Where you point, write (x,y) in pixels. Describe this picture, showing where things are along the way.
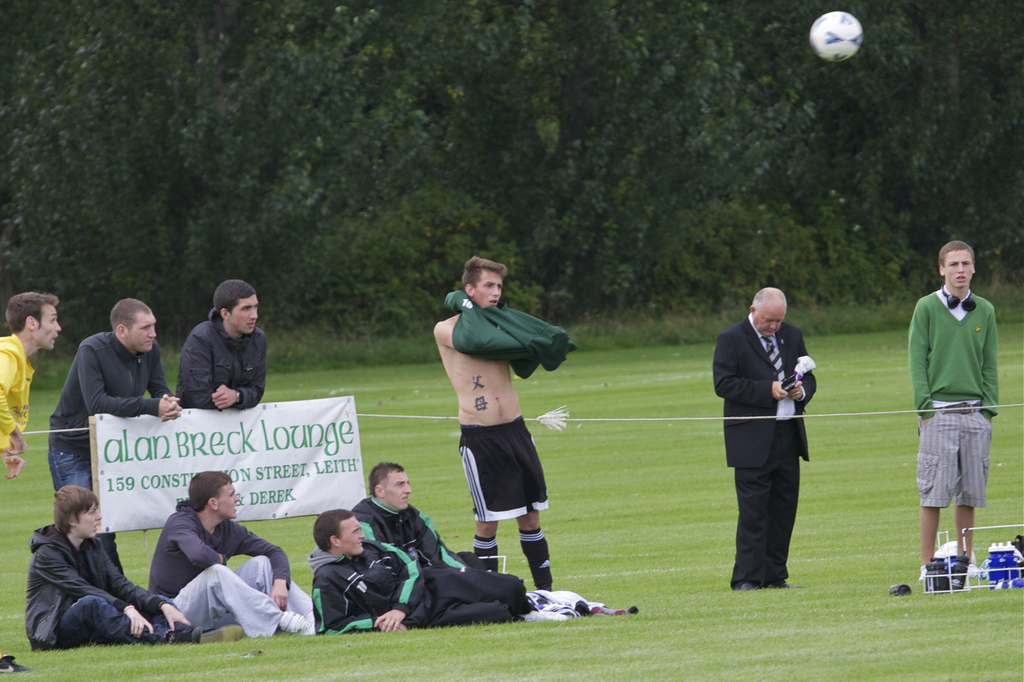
There are four persons (379,564) sitting on a greenery ground (858,356) and there are few other persons (462,383) standing behind them and there are trees (590,150) in the background (440,138).
